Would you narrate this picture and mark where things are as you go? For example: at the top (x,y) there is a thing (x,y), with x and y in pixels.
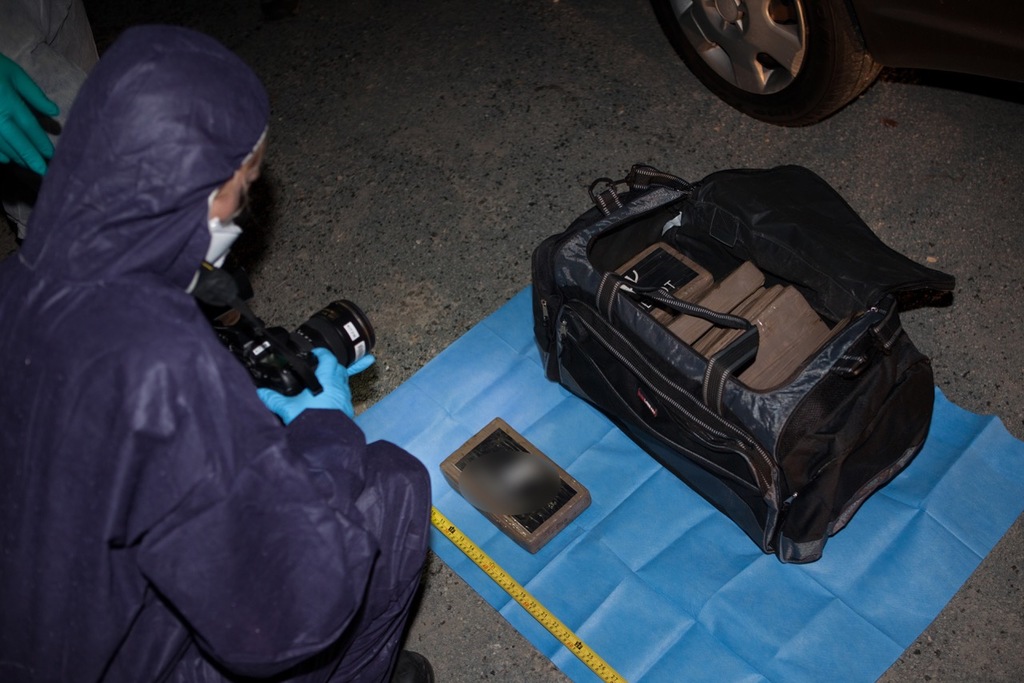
In the image on the left (145,515) we can see one person (120,526) sitting and holding camera (268,378). In the center, we can see boxes (544,541), scale (521,591), bag (783,457) and cloth (726,611). On the top right of the image (784,25) there is a vehicle (787,49).
